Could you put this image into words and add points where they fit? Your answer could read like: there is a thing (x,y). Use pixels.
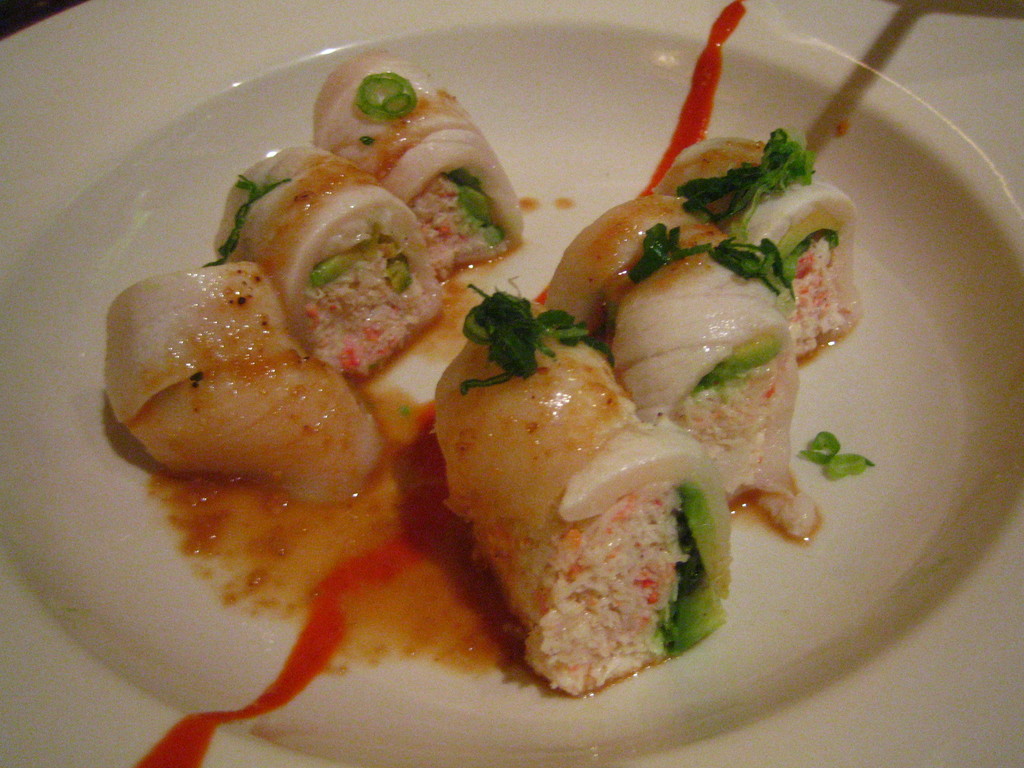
In this picture I can see there is some food (733,228) placed in the plate (498,718) and in the backdrop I can see there is mint leaves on the food (510,488).
